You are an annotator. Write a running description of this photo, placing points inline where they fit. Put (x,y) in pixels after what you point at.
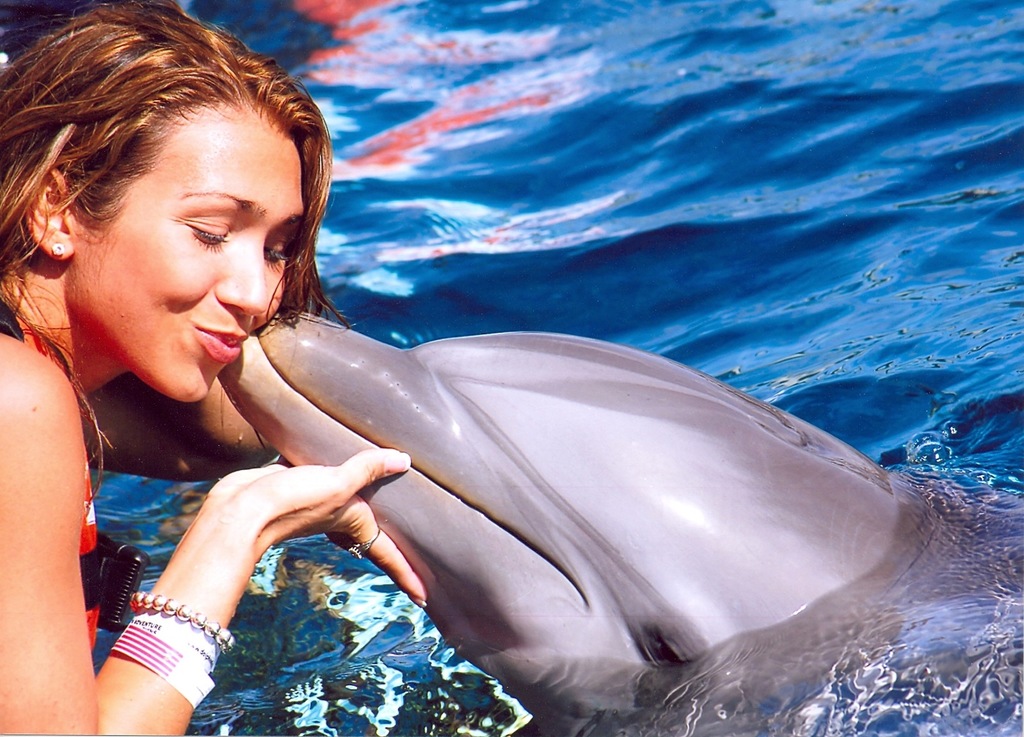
In this image there is a woman (190,165) at the left side (88,345) corner is holding a dolphin (526,406) which is in water (659,225).
